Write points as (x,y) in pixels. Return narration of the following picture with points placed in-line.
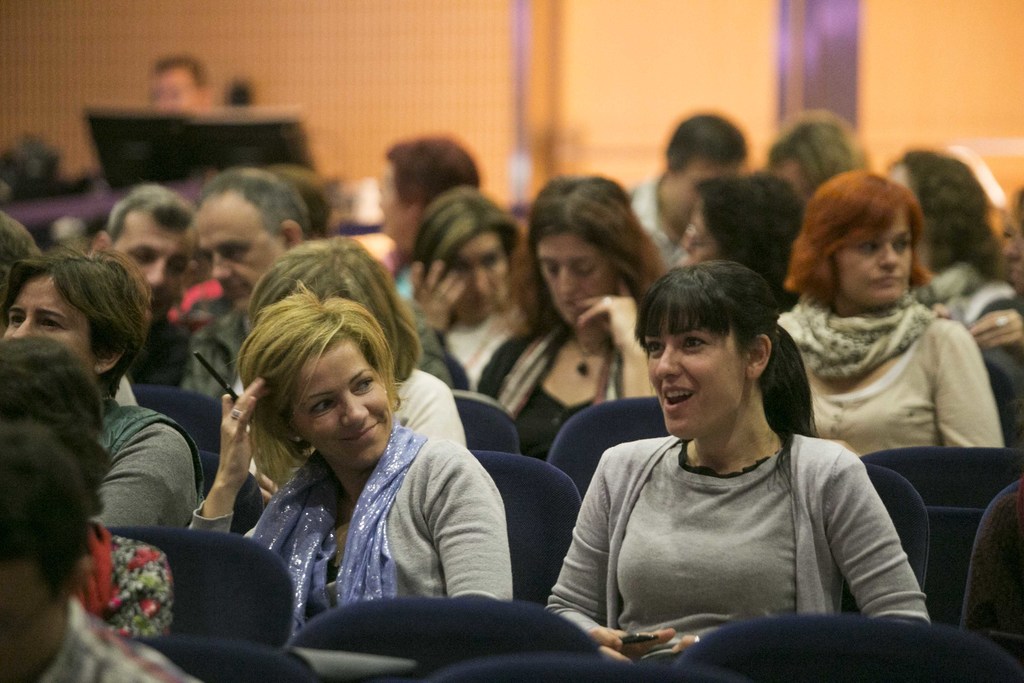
A beautiful woman (893,606) is sitting on the chair (847,584), she wore t-shirt (683,509) and smiling and there are other people (323,332) sitting on this chairs (181,409).
